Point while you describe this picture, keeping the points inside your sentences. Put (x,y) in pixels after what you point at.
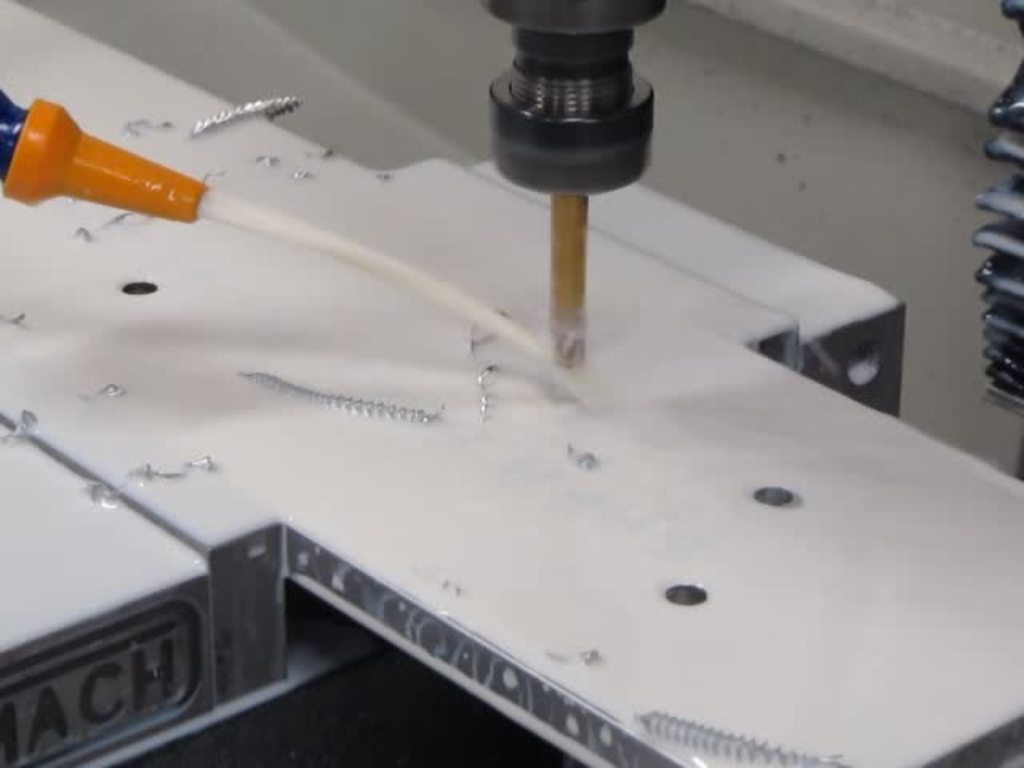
In the picture we can see a plank (426,481) on it we can see a drilling machine (551,1) which is drilling into the plank (546,377) and we can also see some iron scrap (350,412) around it.
